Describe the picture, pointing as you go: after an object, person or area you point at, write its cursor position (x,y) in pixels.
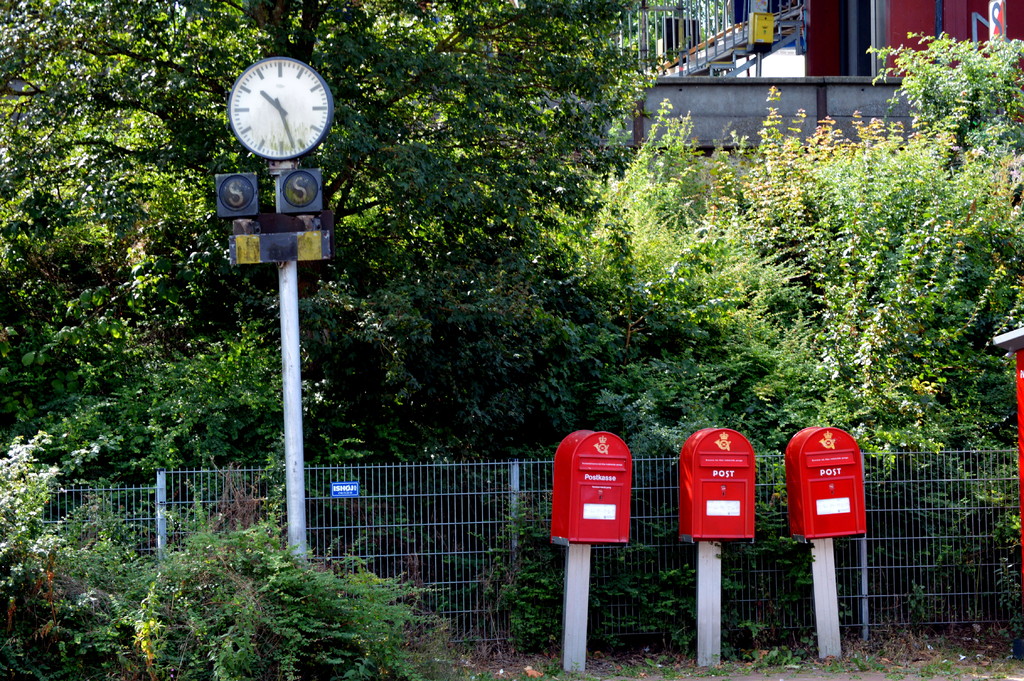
This is a picture of a place where we have three post boxes (688,502) and behind there is a fencing (258,466), trees (260,180), plants (273,439) and a house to which there is a staircase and a fencing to it.
